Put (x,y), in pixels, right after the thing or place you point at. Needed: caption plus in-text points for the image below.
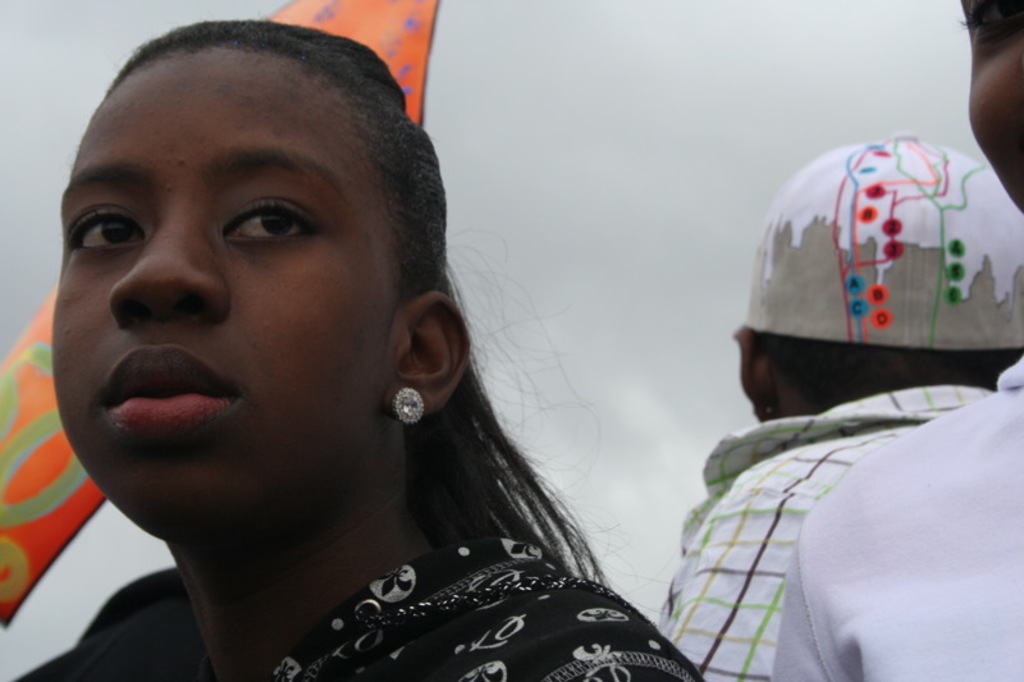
In this image we can see a lady person (293,483) wearing black color dress (367,629) and we can see some other persons (831,446) standing.
